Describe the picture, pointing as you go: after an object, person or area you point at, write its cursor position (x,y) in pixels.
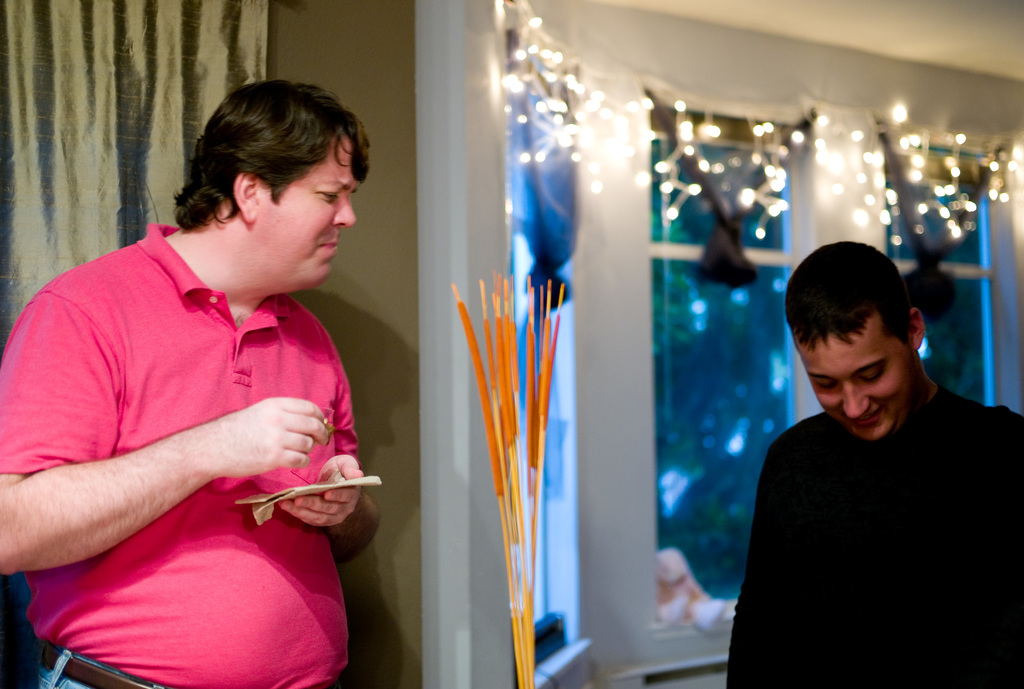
In the image there are two men (270,573), the first person (305,498) is holding some paper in his hand (296,500) and in the background (568,355) there are few windows (664,309) and lights (556,143) in between the wall (634,434).
